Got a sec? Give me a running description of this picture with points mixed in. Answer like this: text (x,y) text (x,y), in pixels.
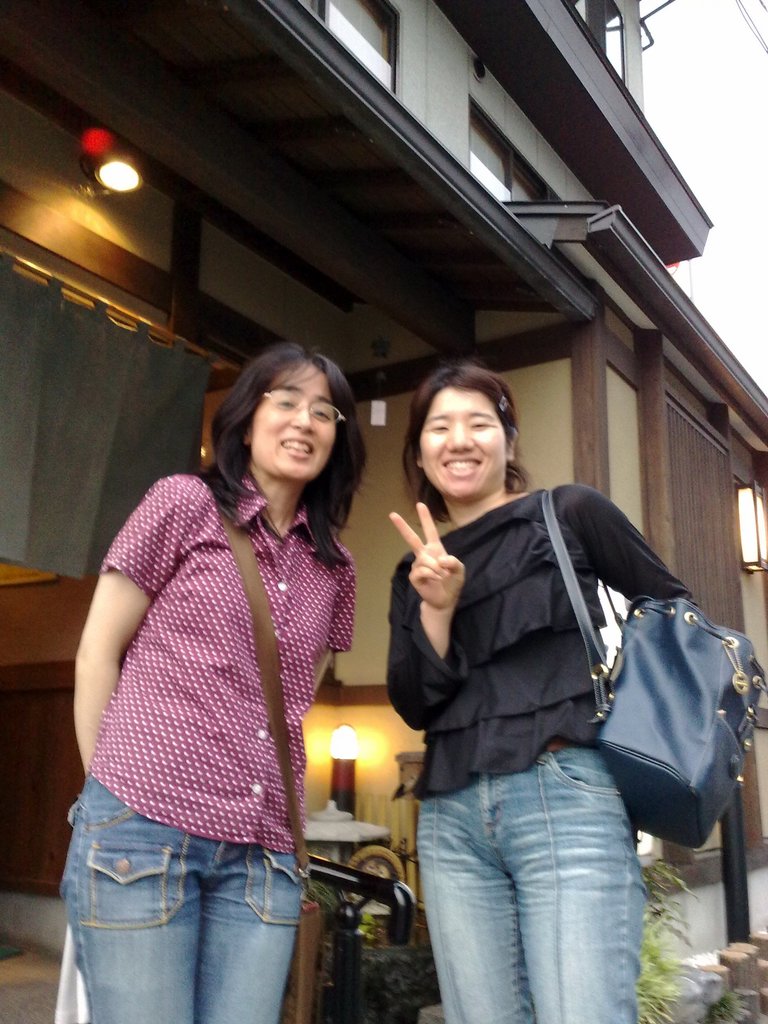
In this image I see 2 women (221,979) and both of them are standing and they are smiling and both of them are carrying bags (754,702). In the background (28,797) I see a building (598,276) and few plants (649,960) and 3 lights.
